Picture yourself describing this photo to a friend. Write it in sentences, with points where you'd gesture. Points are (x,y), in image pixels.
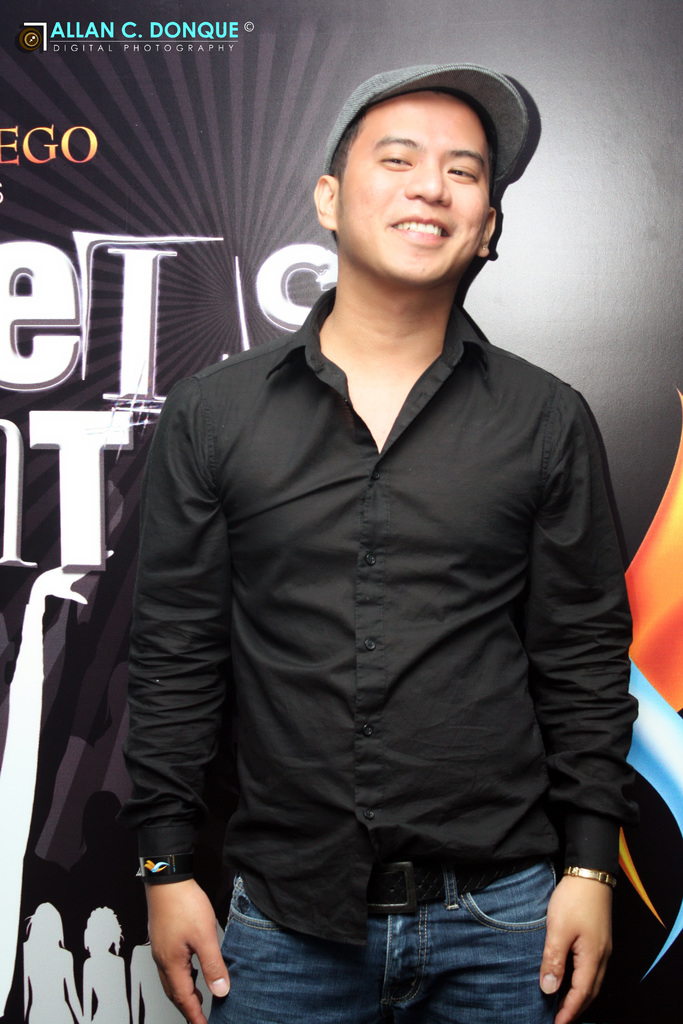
In the picture the man (540,721) is standing he is wearing black shirt (277,539) he is smiling he is also wearing grey hat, in the background (98,101) is a black color poster (60,364), it looks like it photography promotion.
